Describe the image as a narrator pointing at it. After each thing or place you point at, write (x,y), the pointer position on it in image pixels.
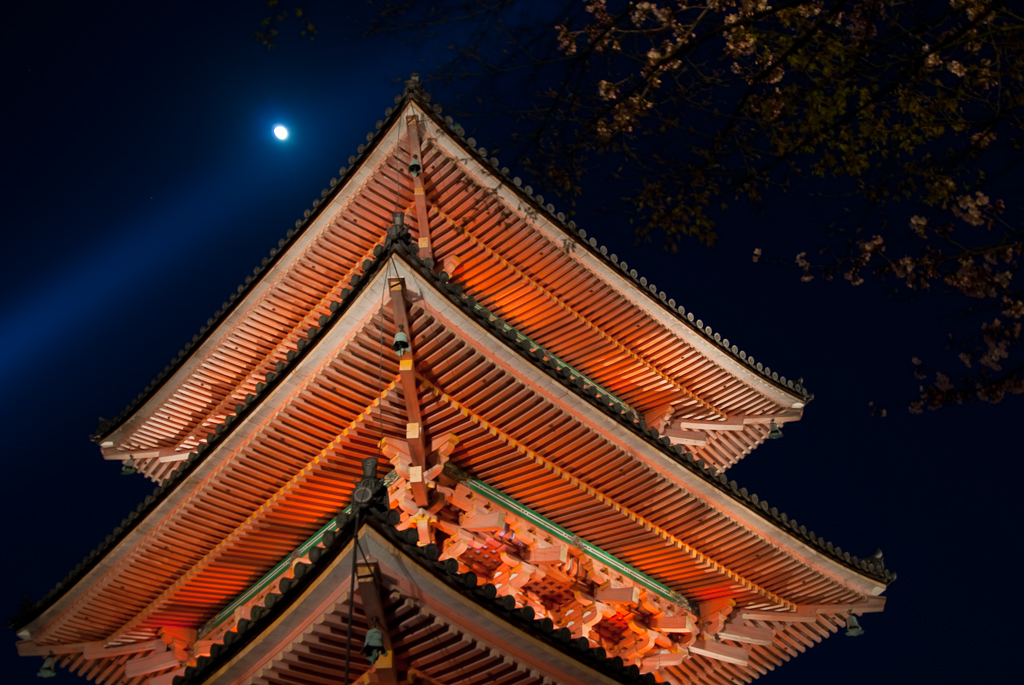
In this image we can see a building (599,414) with a roof (534,418) and some wood pieces (498,429). In the background (855,652), we can see a tree (657,51) and the sky (729,232).
